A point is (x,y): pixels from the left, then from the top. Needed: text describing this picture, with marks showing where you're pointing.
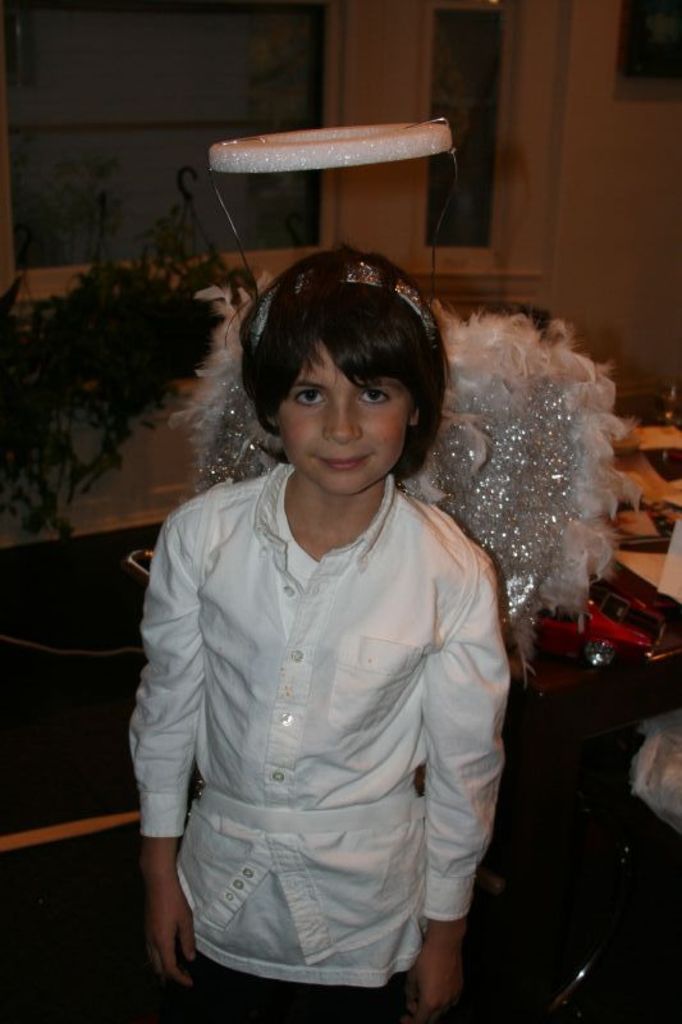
In this picture we can see a girl (366,560), she is smiling, in the background (94,306) we can see a plant (157,287) and a toy (604,598).
